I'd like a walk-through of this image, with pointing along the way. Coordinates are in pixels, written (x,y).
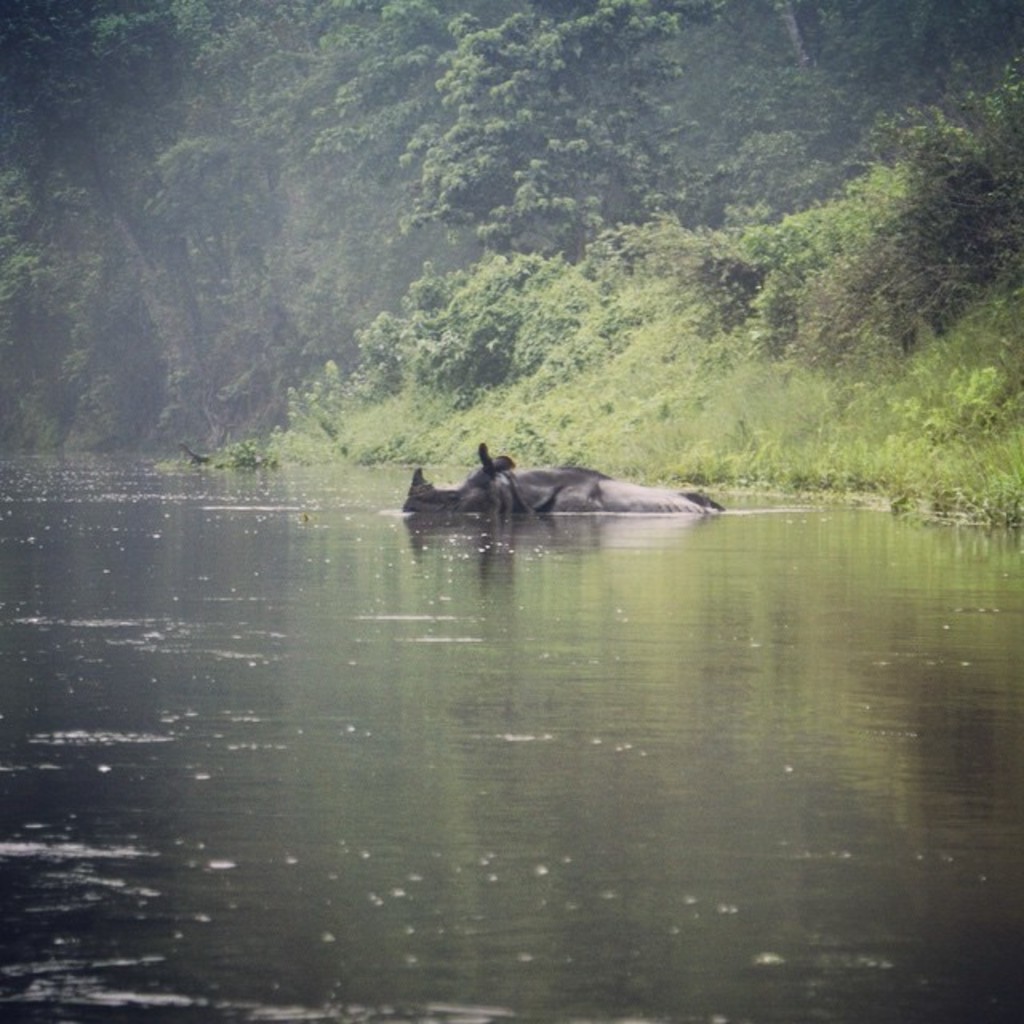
In the foreground of the picture (315,577) there is water (537,582), in the water (688,517) there is a rhinoceros (549,487). In the background (395,369) there are plants (939,421), grass (602,364) and trees (555,99).
